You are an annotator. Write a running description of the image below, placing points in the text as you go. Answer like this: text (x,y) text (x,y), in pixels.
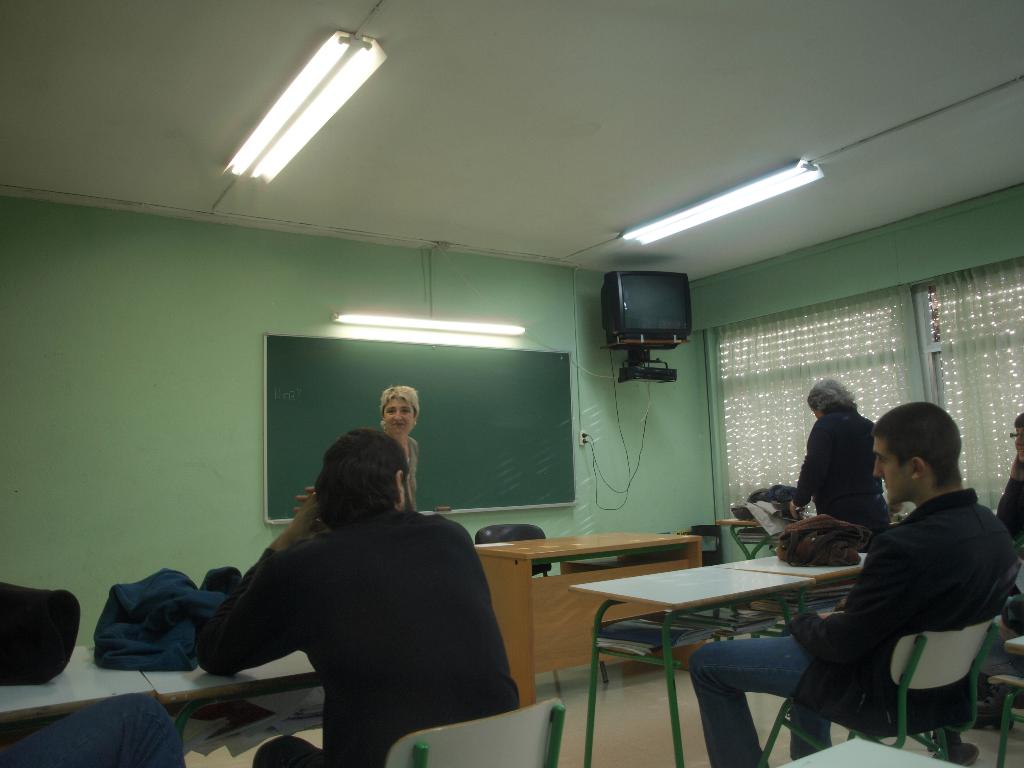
There are two people (392,611) sitting on the chairs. This is a desk (26,698) with some bag (144,649) or cloth (165,656) on it. There are two women (402,411) standing. here is a television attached to the wall (598,344). These are the tube lights (467,327) attached to the rooftop (724,176). This is the green board (437,378) attached to the wall (261,417). This is a wooden table (549,552). These are the windows (867,333) with curtains (974,335) hanging.
